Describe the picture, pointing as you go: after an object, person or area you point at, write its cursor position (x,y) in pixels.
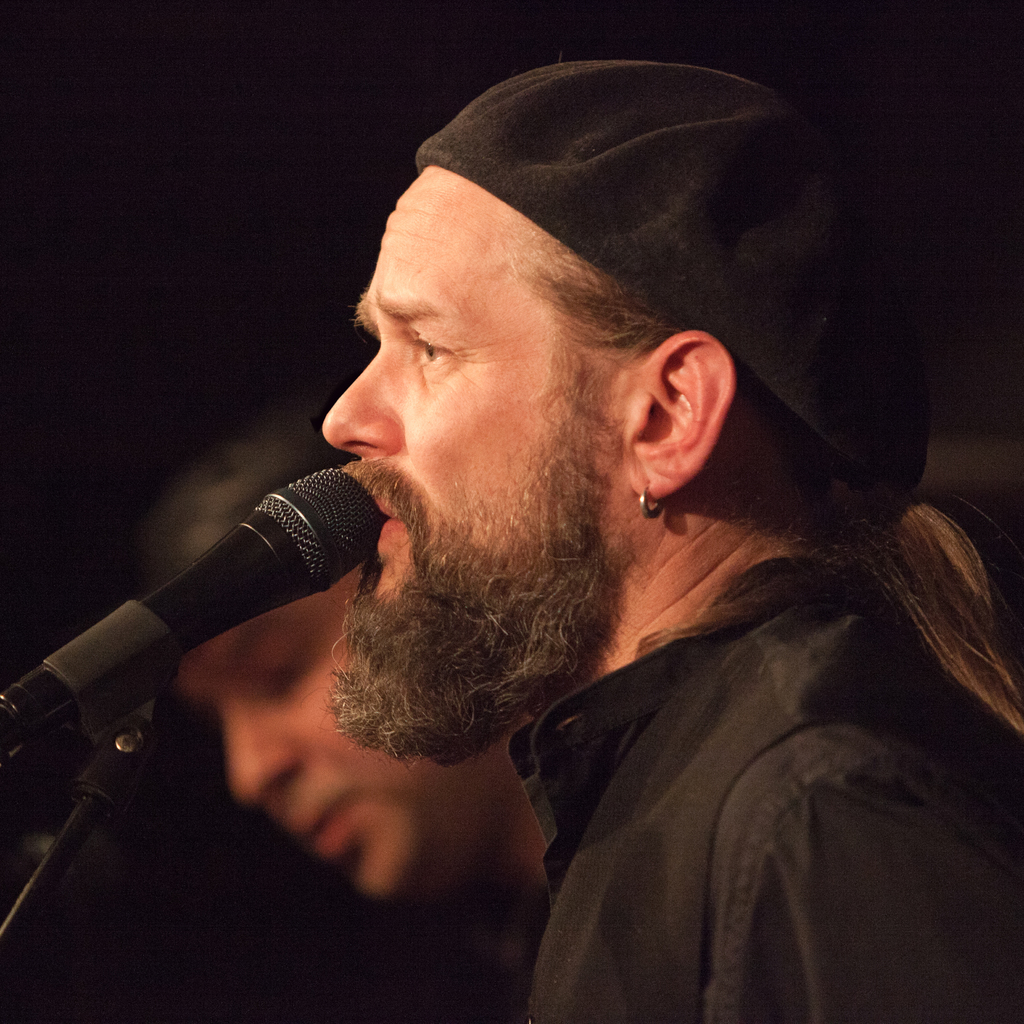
In this image in the foreground (706,636) there is one man (748,629) who is talking in a mike (350,524), and in the background (378,793) there is another man (290,646).
